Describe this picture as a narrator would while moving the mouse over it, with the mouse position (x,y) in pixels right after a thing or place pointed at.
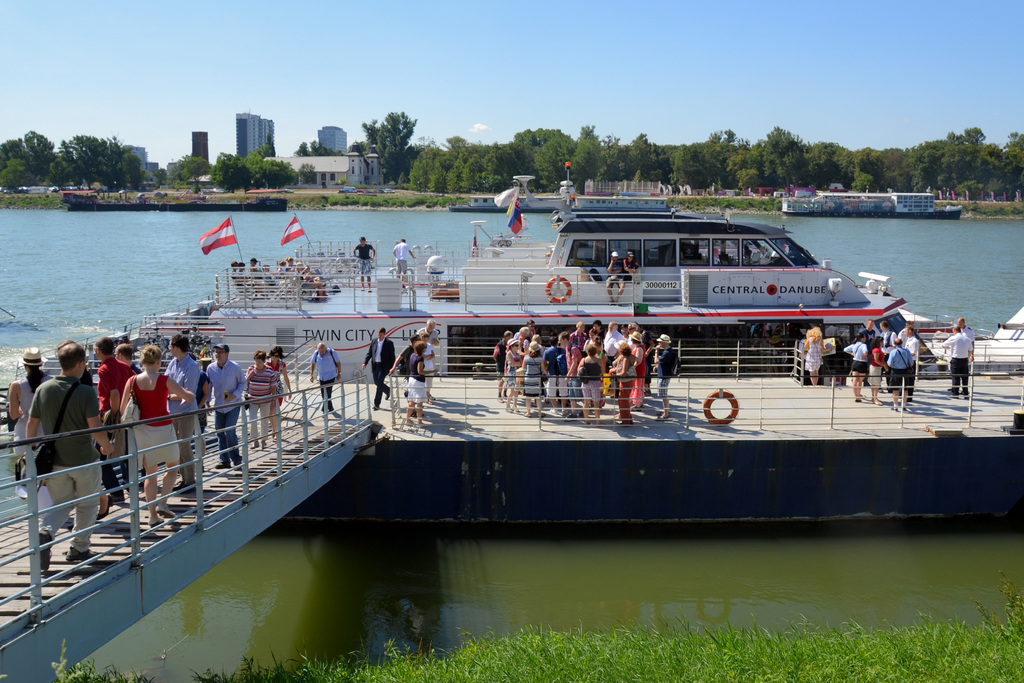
There is a ship (485,282) and some people (146,364) are moving on the bridge (344,412) beside the ship (334,302), behind the river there are many trees (553,181) and buildings (310,161).
